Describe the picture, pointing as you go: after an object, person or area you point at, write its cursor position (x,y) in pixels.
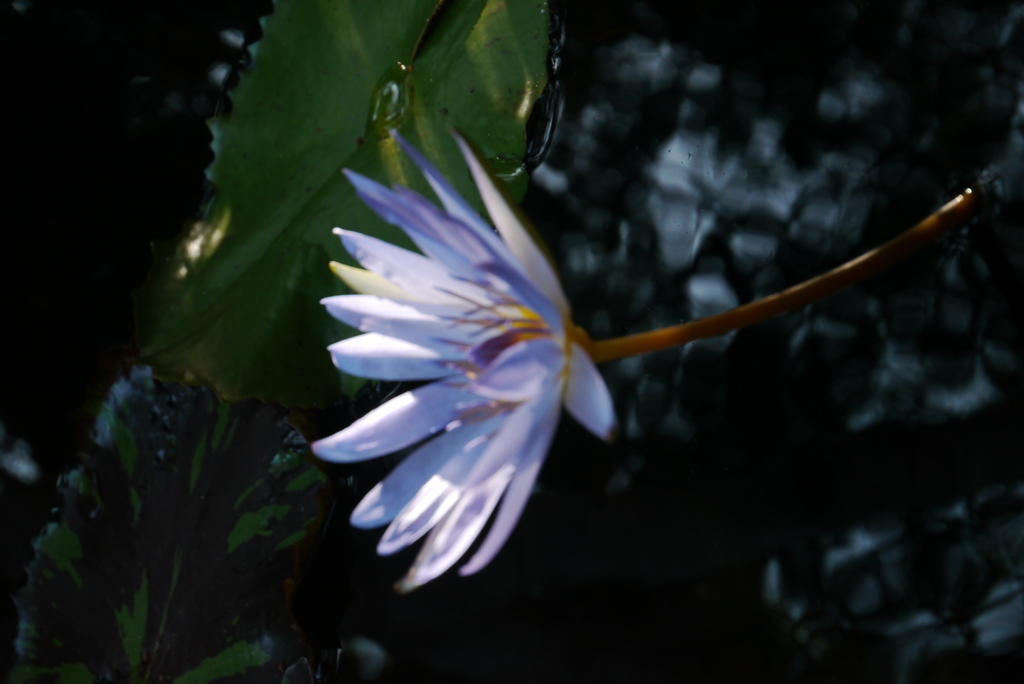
In the image there is a purple flower (450,386) in the water (976,264) with a leaf (246,298) behind it.
